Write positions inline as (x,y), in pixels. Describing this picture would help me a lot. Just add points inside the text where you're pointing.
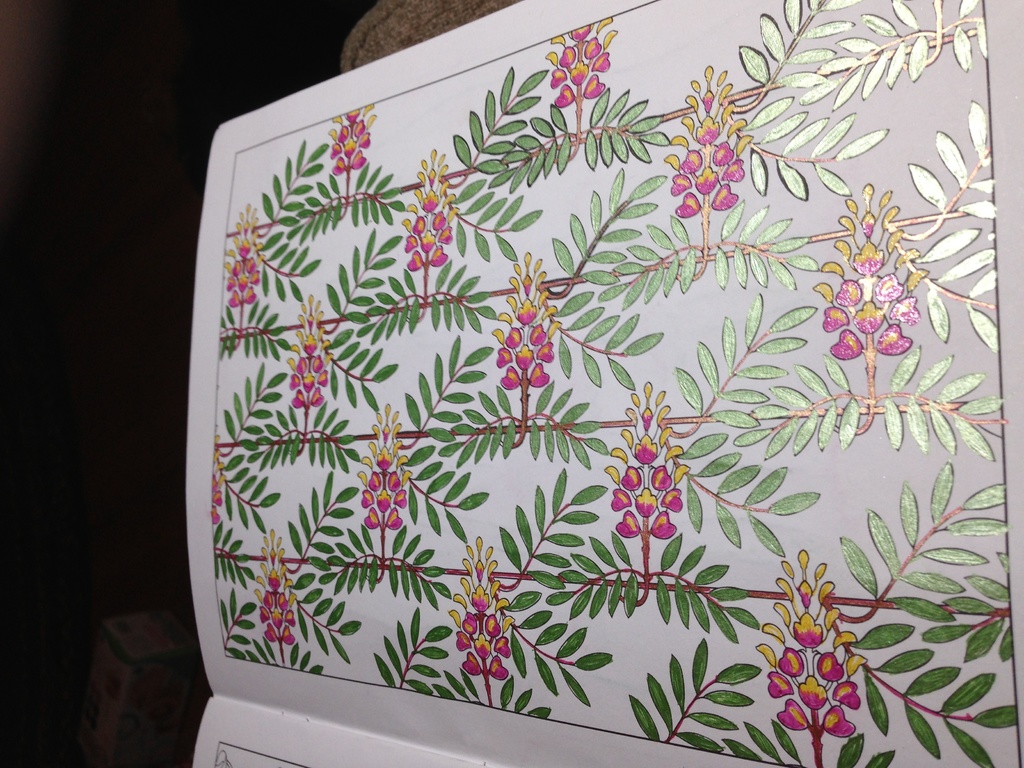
In this picture we can see a book (837,150). We can see the depiction of leaves (856,419), flowers (372,523) on a paper (560,269). On the left side of the picture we can see an object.
